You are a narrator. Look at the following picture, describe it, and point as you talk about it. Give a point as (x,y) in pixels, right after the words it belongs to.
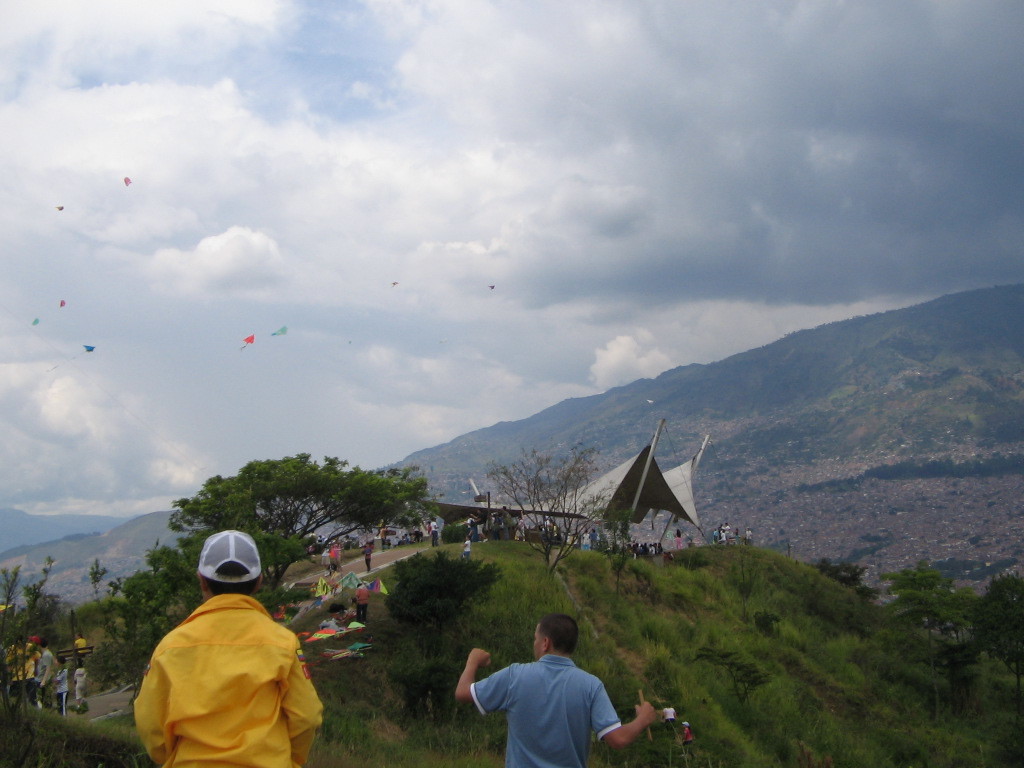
In the foreground of the image (285,657) there are two people (254,696). In the background of the image (942,424) there is a mountain (713,428). There are trees (455,597). There are people (498,527) standing. In the background of the image (263,263) there are kites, sky (394,172) and clouds (271,263).
